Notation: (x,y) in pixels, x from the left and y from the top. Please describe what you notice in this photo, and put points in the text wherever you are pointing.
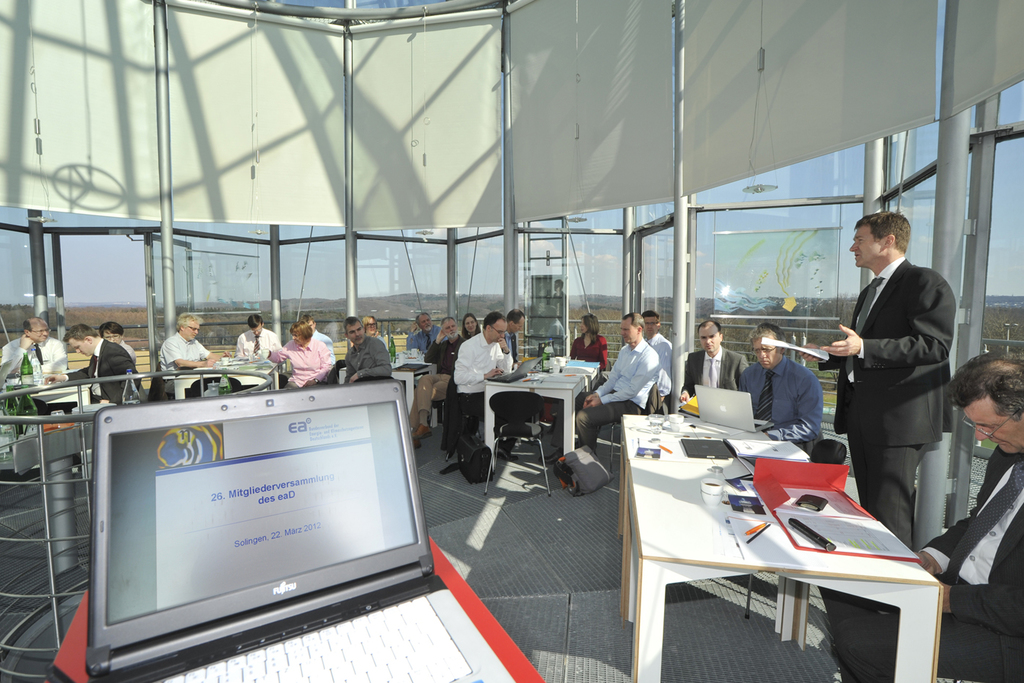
there is a laptop (334,592) behind which people (371,347) are sitting. a person (843,420) at the right (939,318) is standing and holding a paper (799,349) in his hand (840,349).
